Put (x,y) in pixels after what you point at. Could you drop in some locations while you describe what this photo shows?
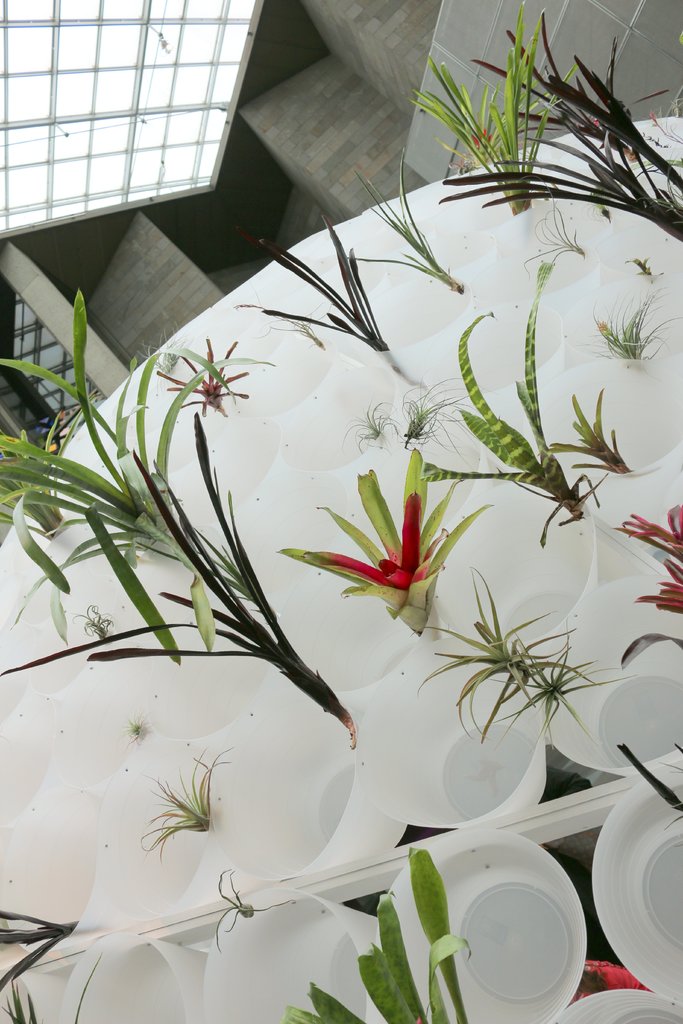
In this image I can see number of white colored cups (415,735) and in them I can see few plants (420,589) which are green, red and pink in color. In the background (405,104) I can see the wall (368,129) and the ceiling (126,62).
